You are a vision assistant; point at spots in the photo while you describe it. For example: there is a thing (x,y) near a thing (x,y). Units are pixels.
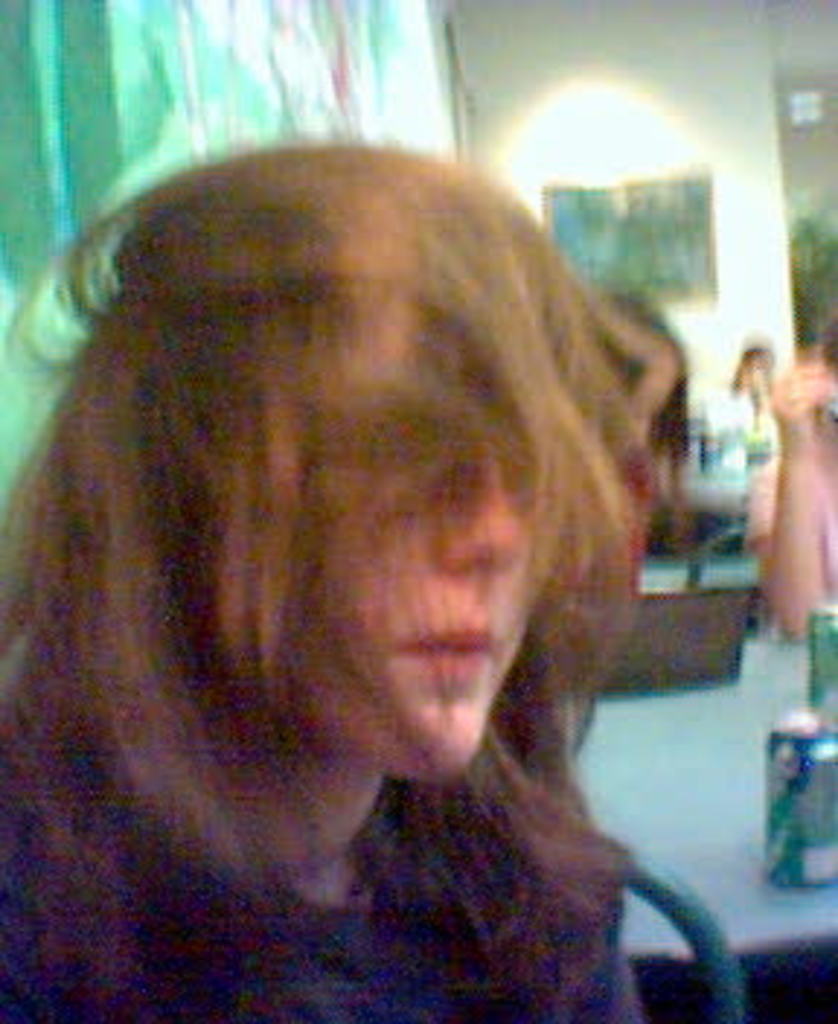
In this image I can see a person (291,444) and the blurry background (611,66) in which I can see the wall (577,73), a light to the wall (577,73), a table (713,792), few things (808,799) on the table (700,690) and few persons (820,536).
